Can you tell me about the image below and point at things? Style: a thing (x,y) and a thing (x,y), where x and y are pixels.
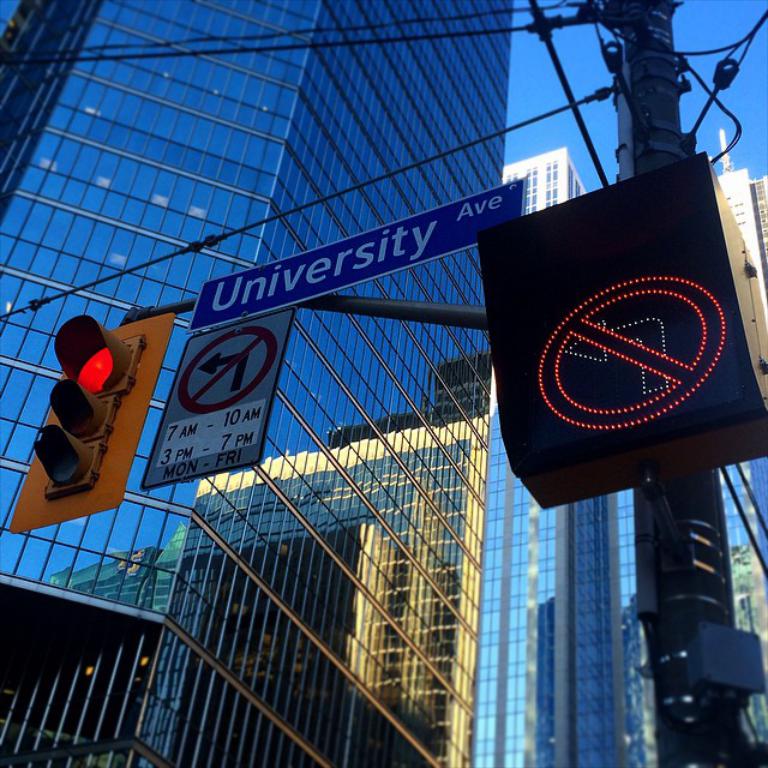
In this image there are buildings (428,555), there is a utility pole (706,580), signal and few boards (254,292) with some text (420,247) on it. In the background (547,56) there is the sky (758,88).
